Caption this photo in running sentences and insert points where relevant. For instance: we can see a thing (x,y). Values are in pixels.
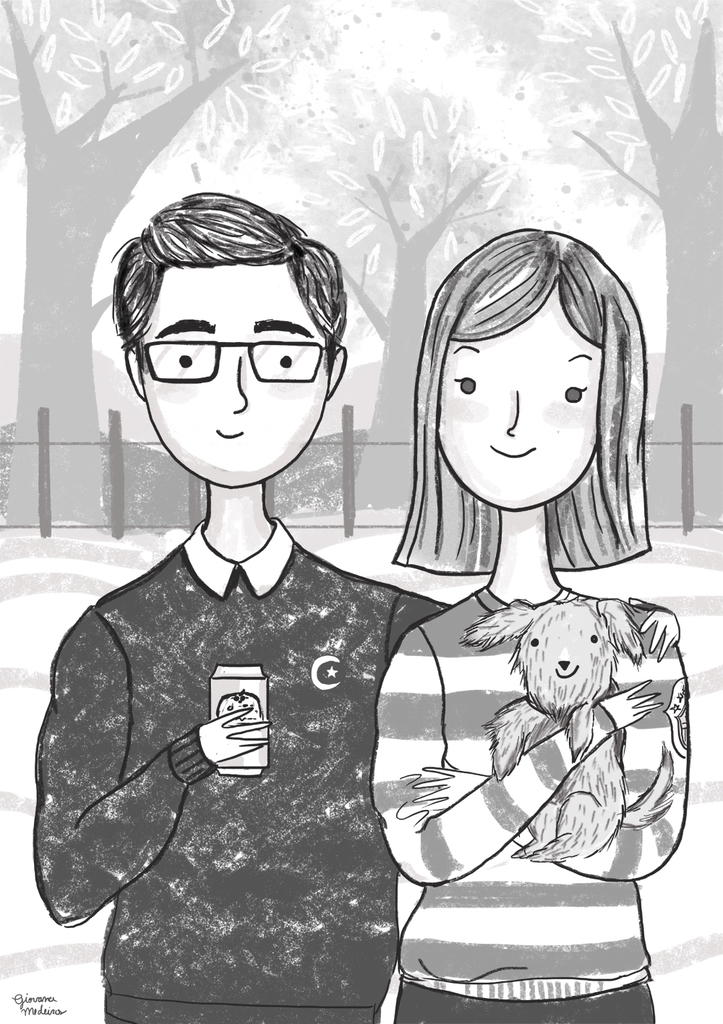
In the foreground of this picture (534,479) we can see the sketch (280,431) of a person (279,785) holding an object (227,712) and standing on the ground (75,1003) and a sketch (496,409) of a woman (506,506) wearing t-shirt (464,648), holding an object (554,655) seems to be a soft toy (530,719) and standing on the ground (83,992). In the background of the sketch (544,90) we can see the trees (376,97) and a fence (350,478) and there is a text (30,1002) at the bottom left corner (19,999).
